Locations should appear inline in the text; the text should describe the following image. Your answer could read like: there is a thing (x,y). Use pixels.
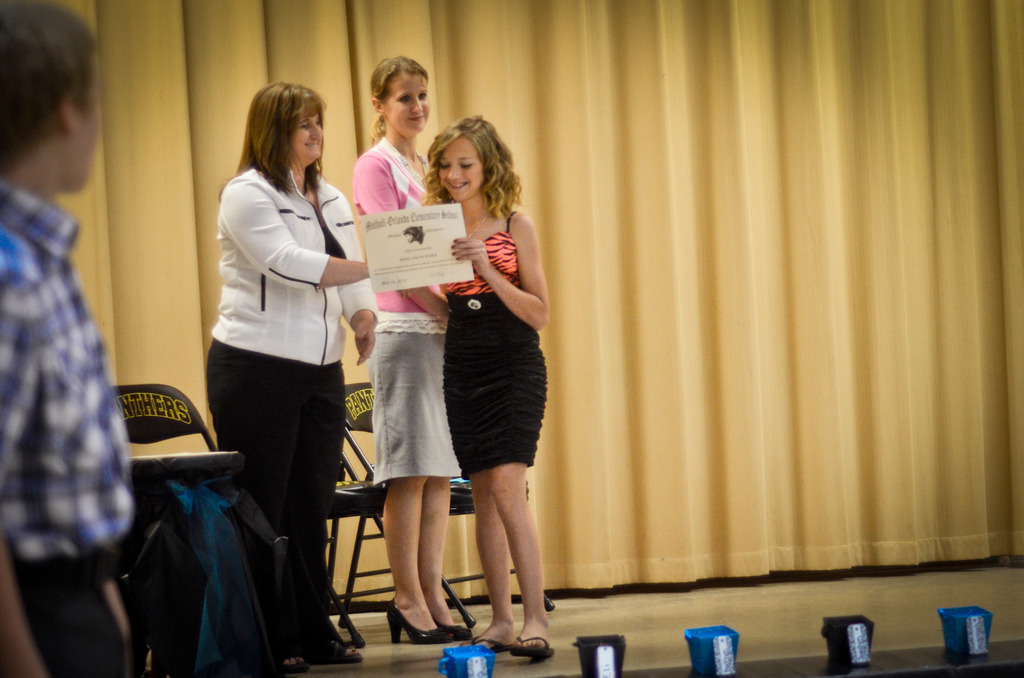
In this image there is a woman (278,420) and two girls (431,308), behind them there are three chairs (205,437) and a curtain (357,434), left side (44,348) a man (78,440) standing.
